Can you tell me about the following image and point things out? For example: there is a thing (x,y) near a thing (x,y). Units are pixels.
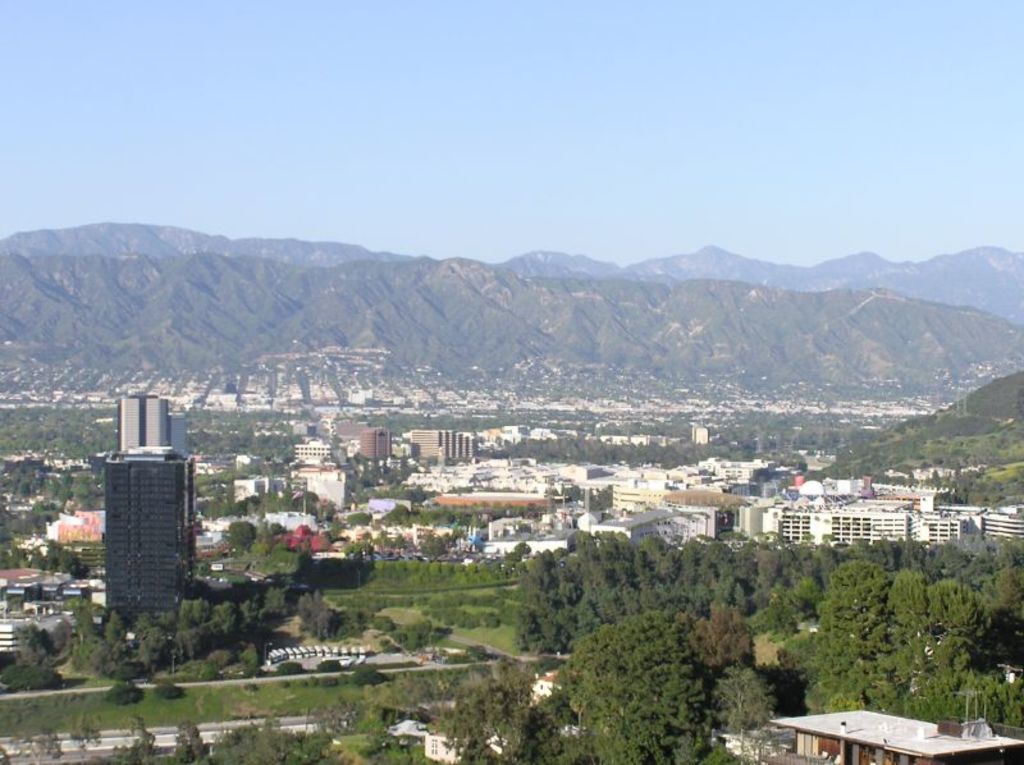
In this image we can see many trees (772,566) and buildings (448,454). In the background (368,68) there are trees (524,443) and sky (380,77).
